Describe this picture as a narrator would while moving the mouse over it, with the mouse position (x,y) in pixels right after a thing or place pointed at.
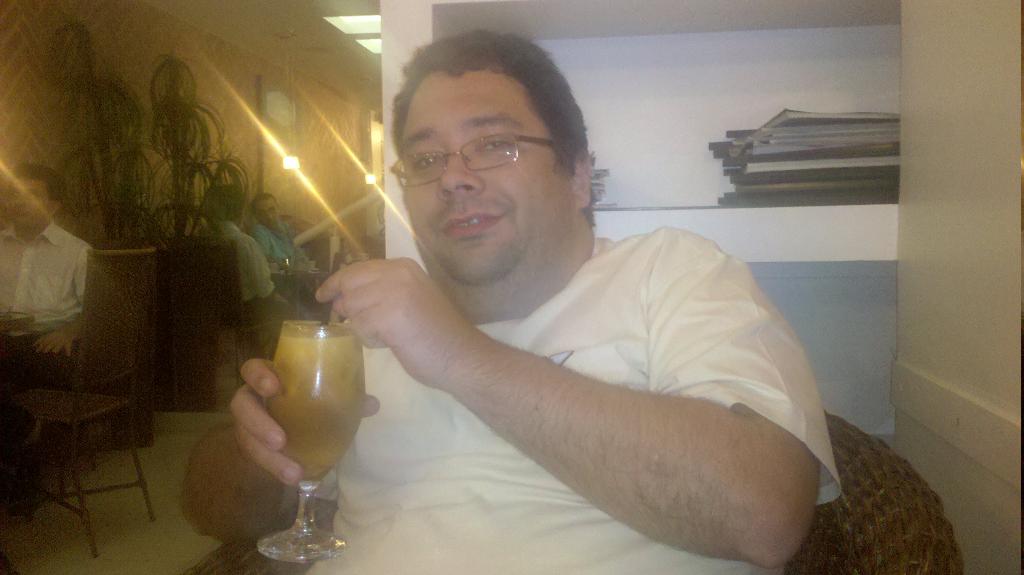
In the middle of the image (630,256) a person (735,292) is sitting and holding a glass (298,410). Behind him there is a wall (867,350), on the wall (867,350) there are some books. On the left side of the image (53,224) few people (16,257) are sitting and there are some plants (107,231) and tables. Behind them there is wall (287,204), on the wall (368,125) there are some frames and lights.
